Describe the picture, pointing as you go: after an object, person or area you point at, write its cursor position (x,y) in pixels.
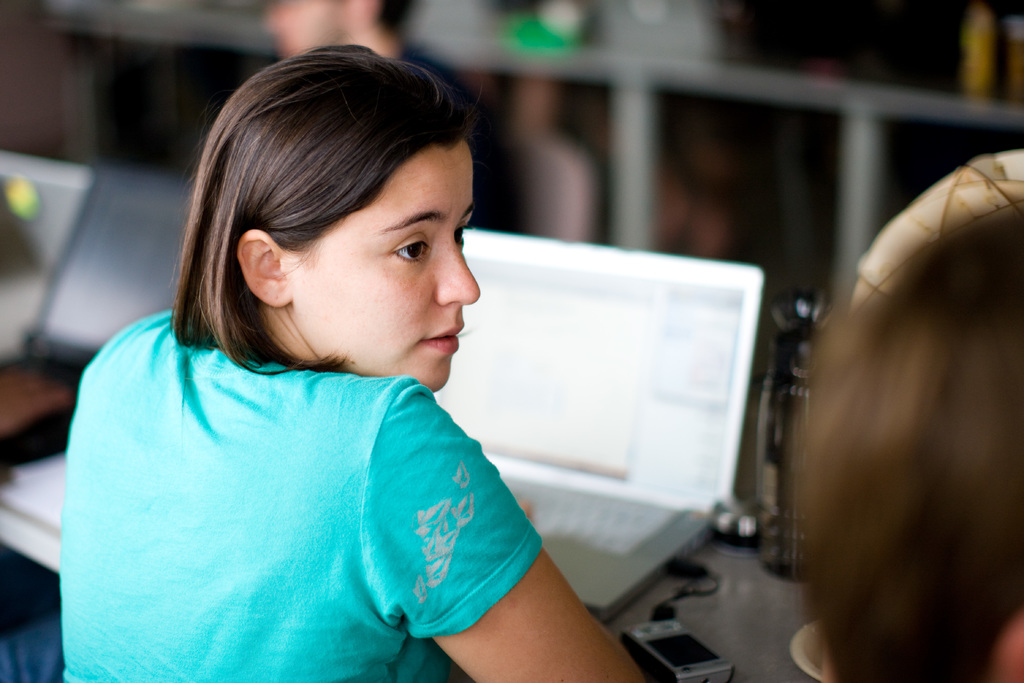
In the center of the image (398,323) we can see a lady (391,502) is sitting, in-front of her we can see a table (779,586). On the table (789,599) we can see the laptops (672,370), bottle (762,481) and object (682,632) with wire (714,592). On the right side of the image (959,386) we can see a person head (905,465). In the background (605,106) the image is blur.
